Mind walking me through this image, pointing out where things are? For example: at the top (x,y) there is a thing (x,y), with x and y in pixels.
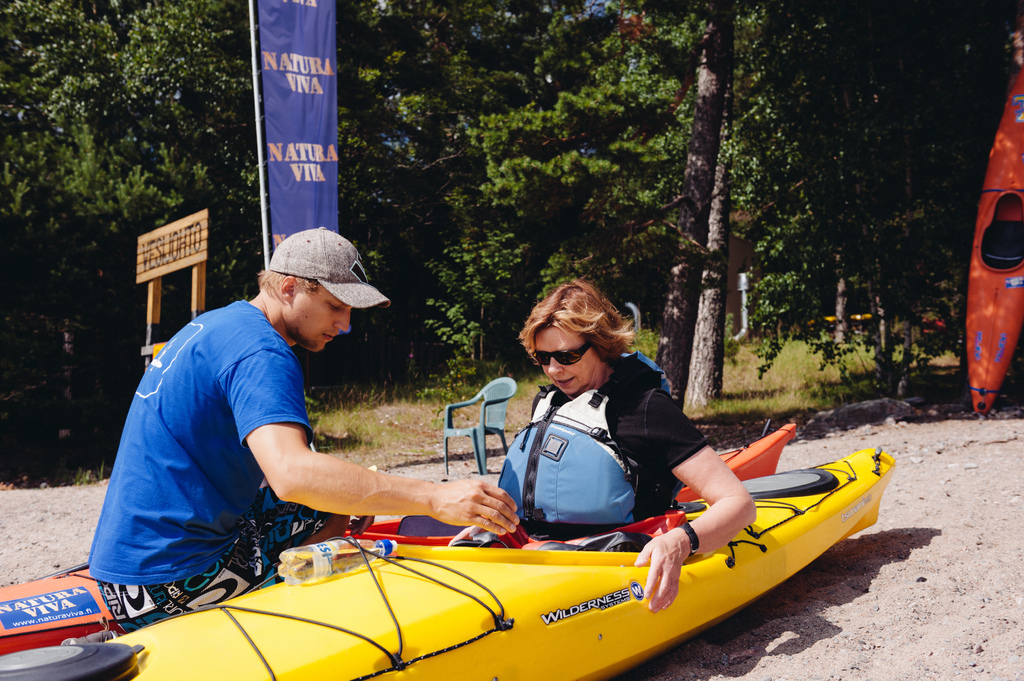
In this image, we can see two person (586,412) wearing clothes (163,512). There is a boat (456,597) and bottle (326,572) at the bottom of the image (508,638). There is a chair (465,429) in the middle of the image (446,422). There is a banner flag (312,137) and board (164,263) on the left side of the image (158,280). There is an another boat (980,319) on the right side of the image (1000,366). In the background (851,322), we can see some trees (457,133).
